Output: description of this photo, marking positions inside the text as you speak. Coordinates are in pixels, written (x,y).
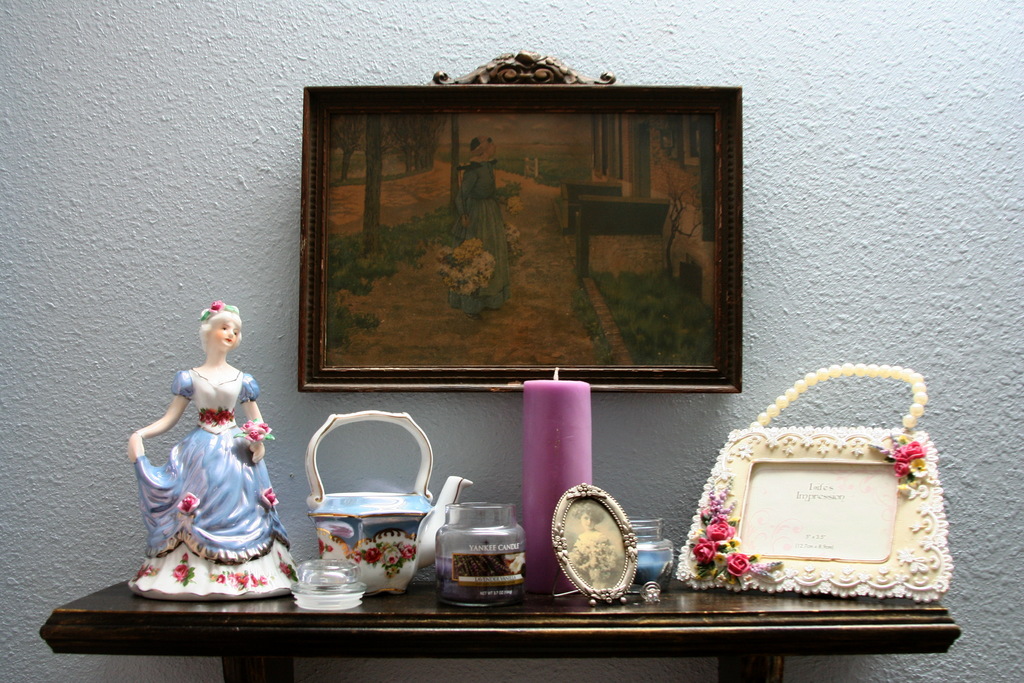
In this picture there is a table (863,599) with some dolls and kettle (327,530) and candle (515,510) placed on it there is a photo frame (738,219) on the wall (275,197).
